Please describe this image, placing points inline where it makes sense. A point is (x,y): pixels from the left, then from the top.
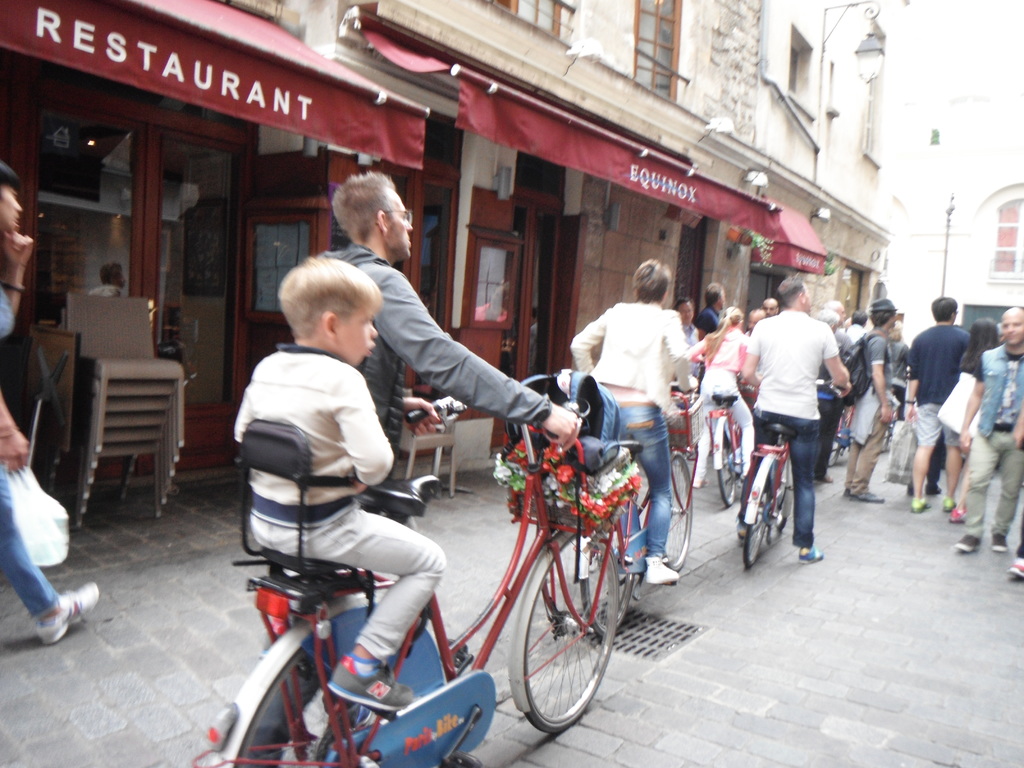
This is the image of the city (178,747) where a boy (342,551) is sitting in the bicycle seat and the man (376,251) is holding the bicycle (288,434) and at the right side of these 2 persons (565,424) there are group of people (604,359) who are riding bicycles (641,533) and they are standing and at the back ground (626,108) there is a big building (615,99), and a restaurant (364,22) and there are chairs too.
